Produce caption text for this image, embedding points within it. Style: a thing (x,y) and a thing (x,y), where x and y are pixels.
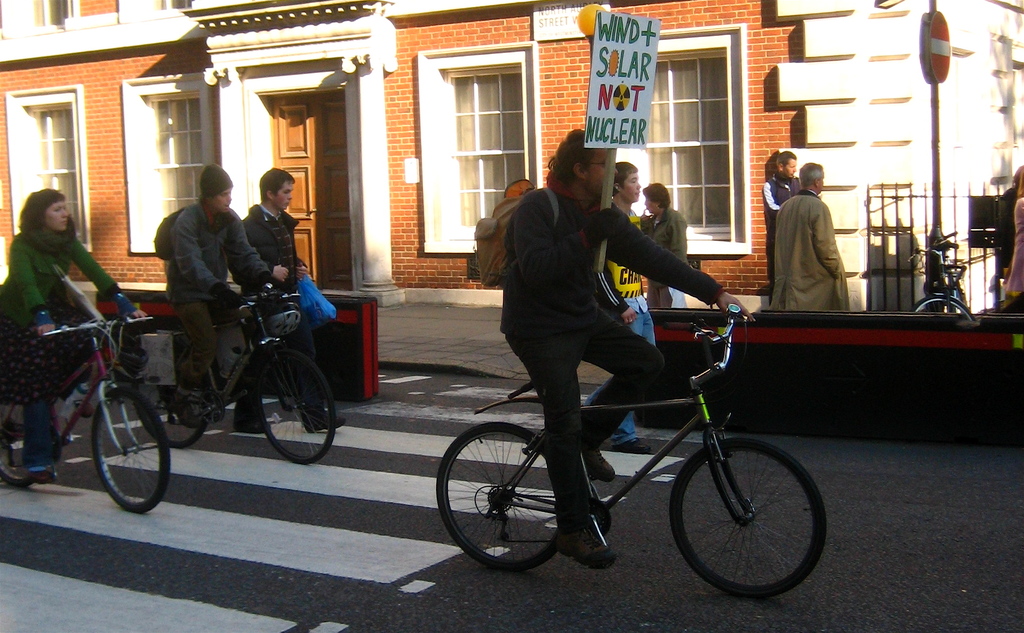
This is a building (331,131) with windows (169,141) and door (306,152). These persons (560,233) are riding a bicycle (113,407). This man (532,354) wore bag (498,254) and holding a poster (608,147). These persons (794,212) are standing. This is a fence (898,224) in black color. In-front of this fence (911,215) there is a bicycle (943,289).
